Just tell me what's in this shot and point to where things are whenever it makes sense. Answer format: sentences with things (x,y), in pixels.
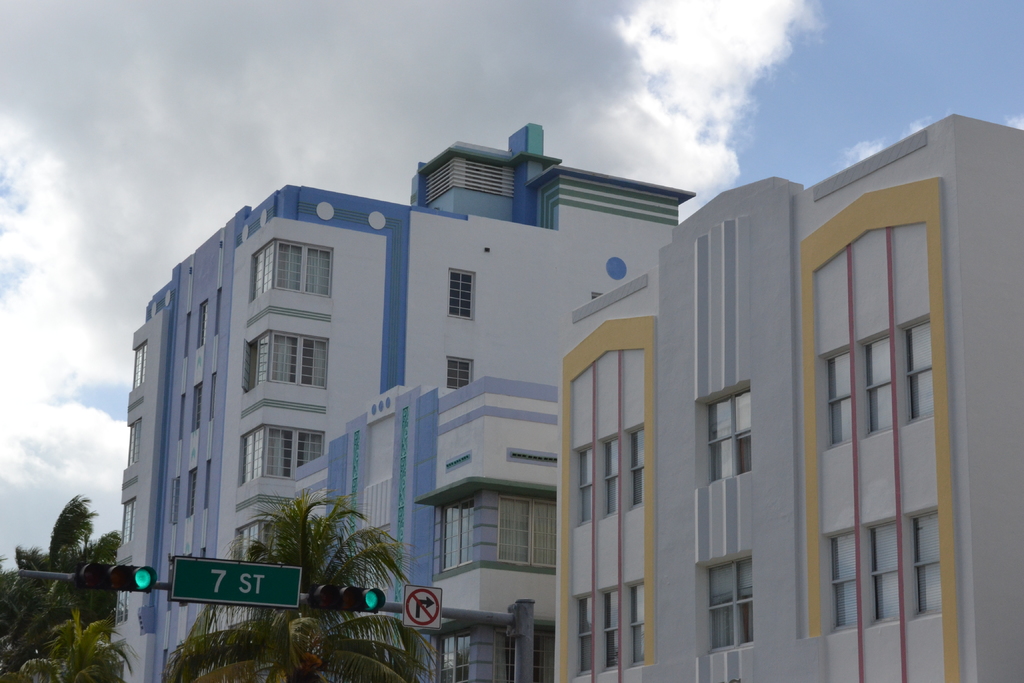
In this image I can see few signal lights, few boards (429,590) and few poles (519,654) in the front (419,626). On this board (179,564) I can see something is written and behind it I can see few trees (384,654). In the background (364,456) I can see number of buildings (466,470), clouds (186,142) and the sky (192,129).
